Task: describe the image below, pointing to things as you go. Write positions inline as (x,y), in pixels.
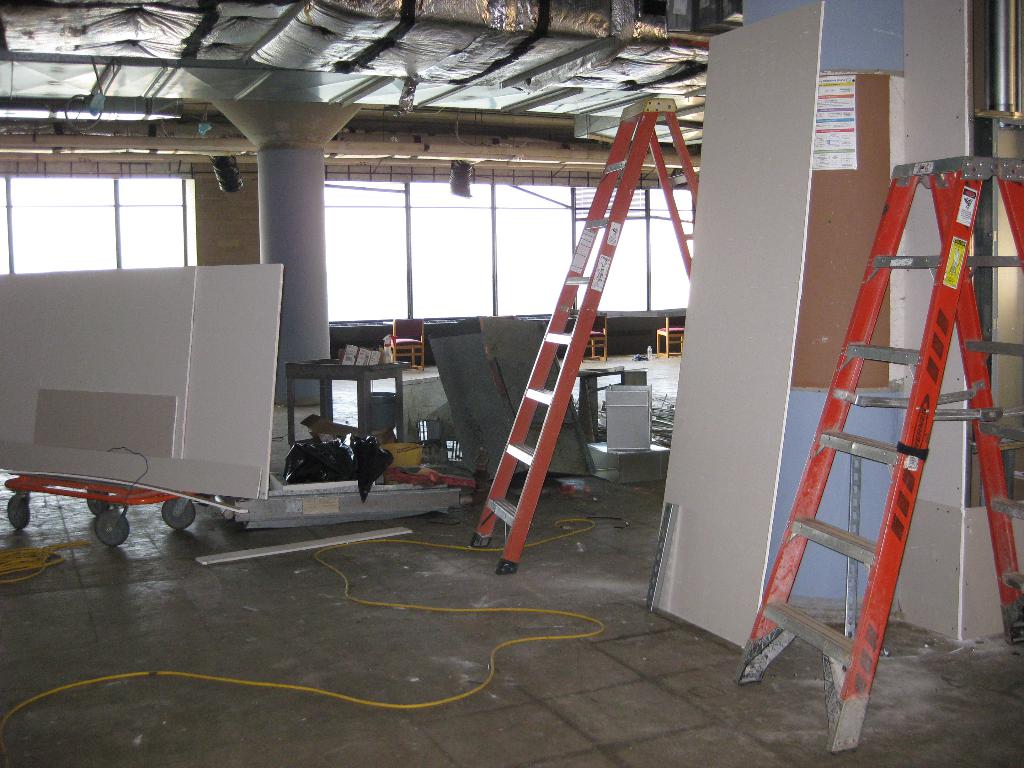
In the picture I can see ladders (580,339), boards (710,403), a pillar (312,229) and some other objects (646,466) on the floor (417,639). In the background (497,237) I can see framed glass wall (378,264), ceiling (342,9) and some other objects (424,373).
